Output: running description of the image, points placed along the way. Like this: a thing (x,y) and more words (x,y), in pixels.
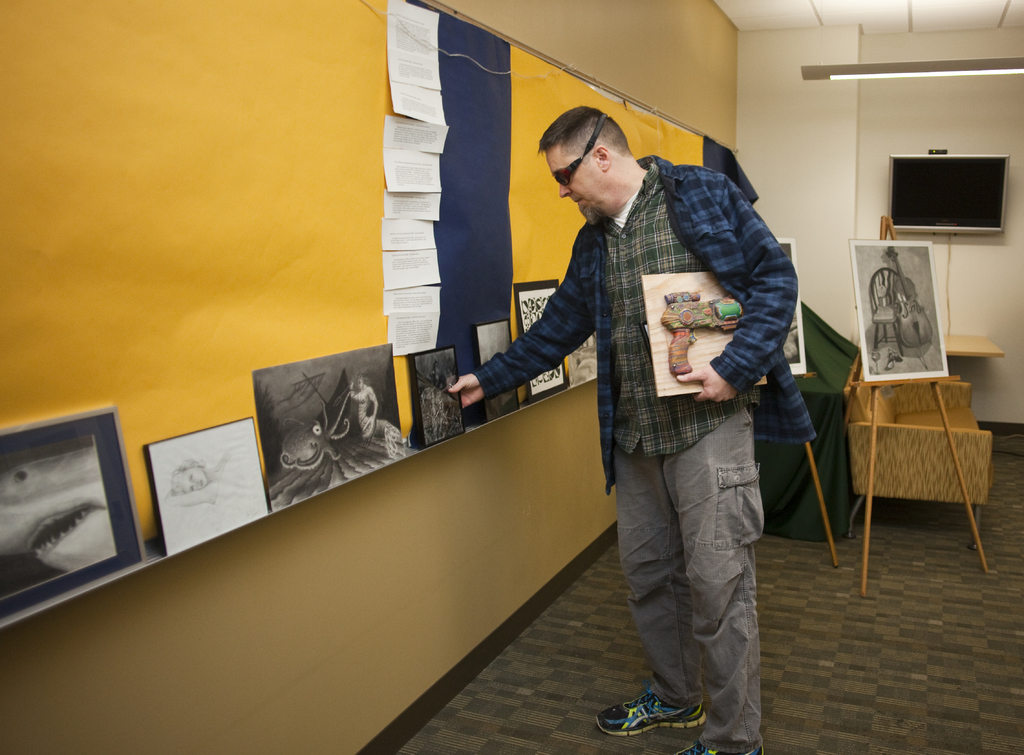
There is one person (693,419) standing and holding an object (677,359) as we can see in the middle of this image (654,293). There is a wall (880,191) in the background (880,191). We can see there are some photo frames (576,374) and some papers (429,59) are attached to a board (111,120) on the left side of this image (226,186). There is a television (930,204) on the right side of this image (959,206), and we can see there is a chair (881,427), table (955,352) on the right side of this image (899,409).
